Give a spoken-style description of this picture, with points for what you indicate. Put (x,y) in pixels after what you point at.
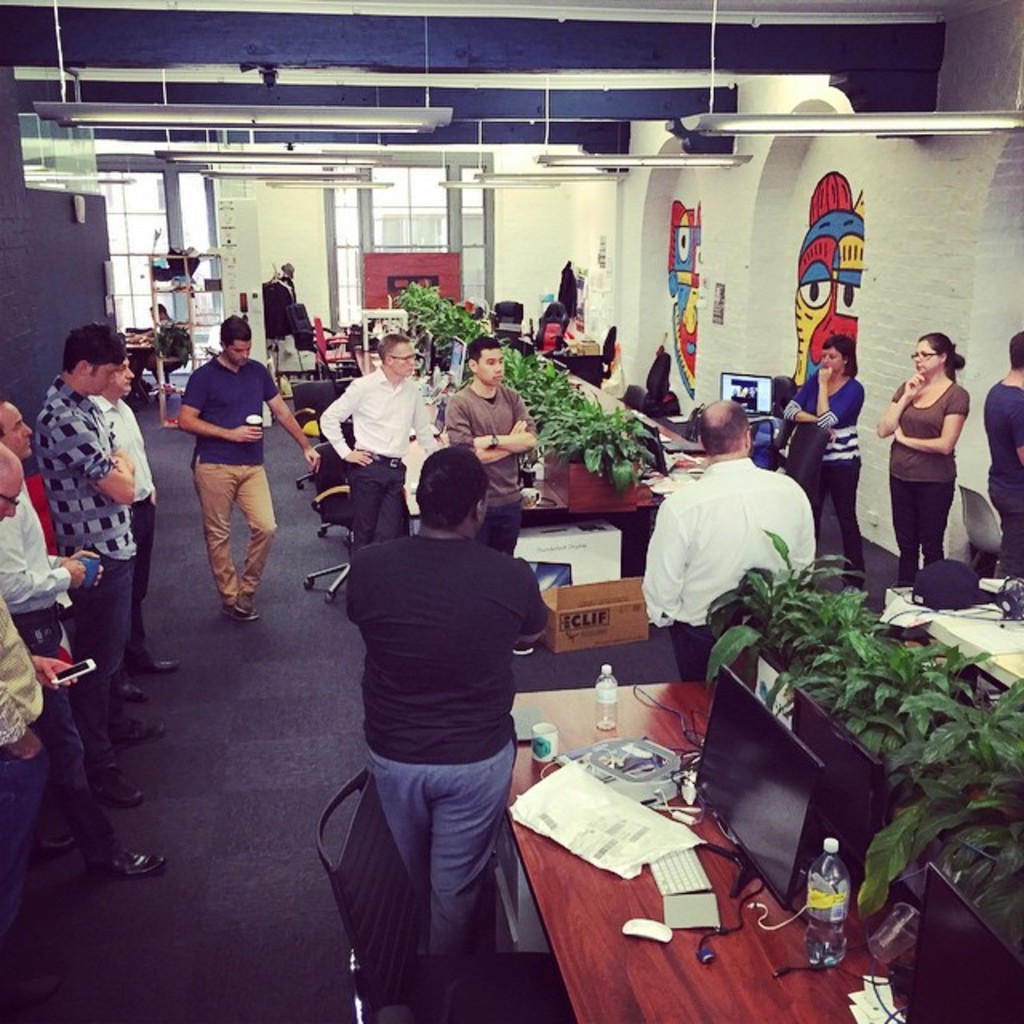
In this picture, There are some tables (732,1012) which are brown color, on that table (729,898) there are some green color artificial plants (894,751), There are some people (704,623) standing and in the right side (862,501) there is a wall (847,231) which is in white color, In the left side (26,294) there is a wall (42,306) in blue color and in the top (171,129) there are some lights (179,119) in white color hanging.
